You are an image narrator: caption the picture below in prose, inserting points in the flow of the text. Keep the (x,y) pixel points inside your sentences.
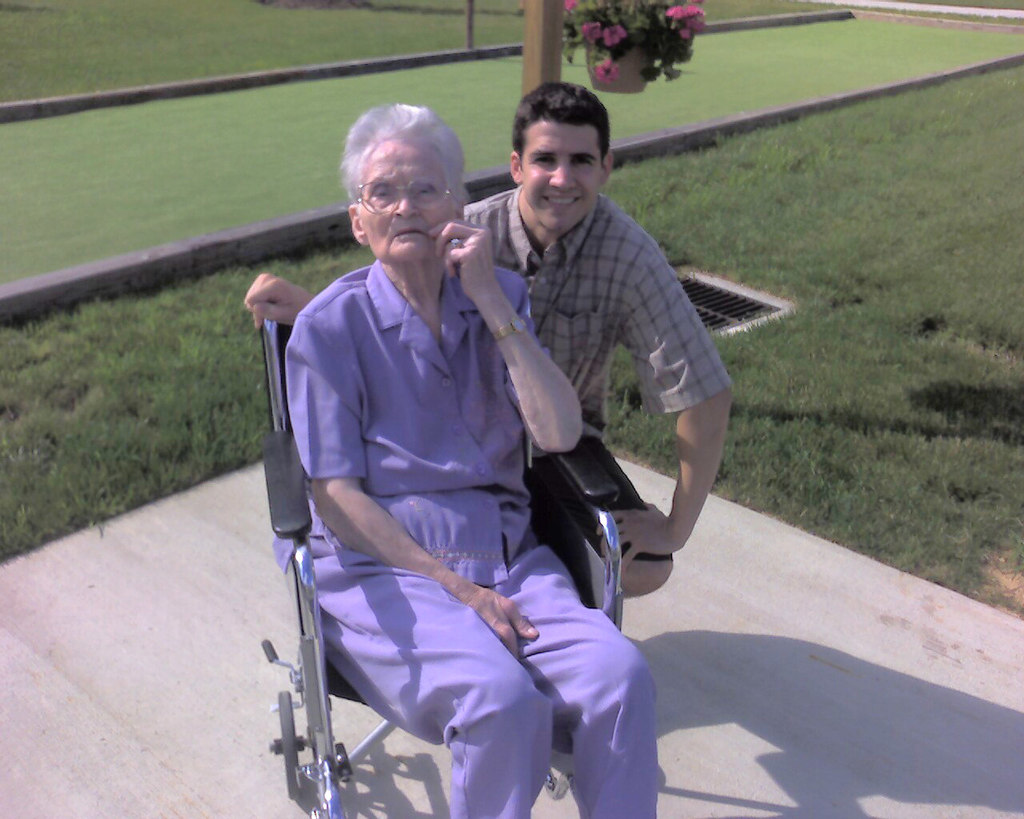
In the image we can see there is a person (526,587) sitting on the wheel chair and there is a man (605,230) sitting beside the person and smiling. The ground (774,264) is covered with grass (863,318) and there are flowers (691,25) kept on the pot (638,53).
